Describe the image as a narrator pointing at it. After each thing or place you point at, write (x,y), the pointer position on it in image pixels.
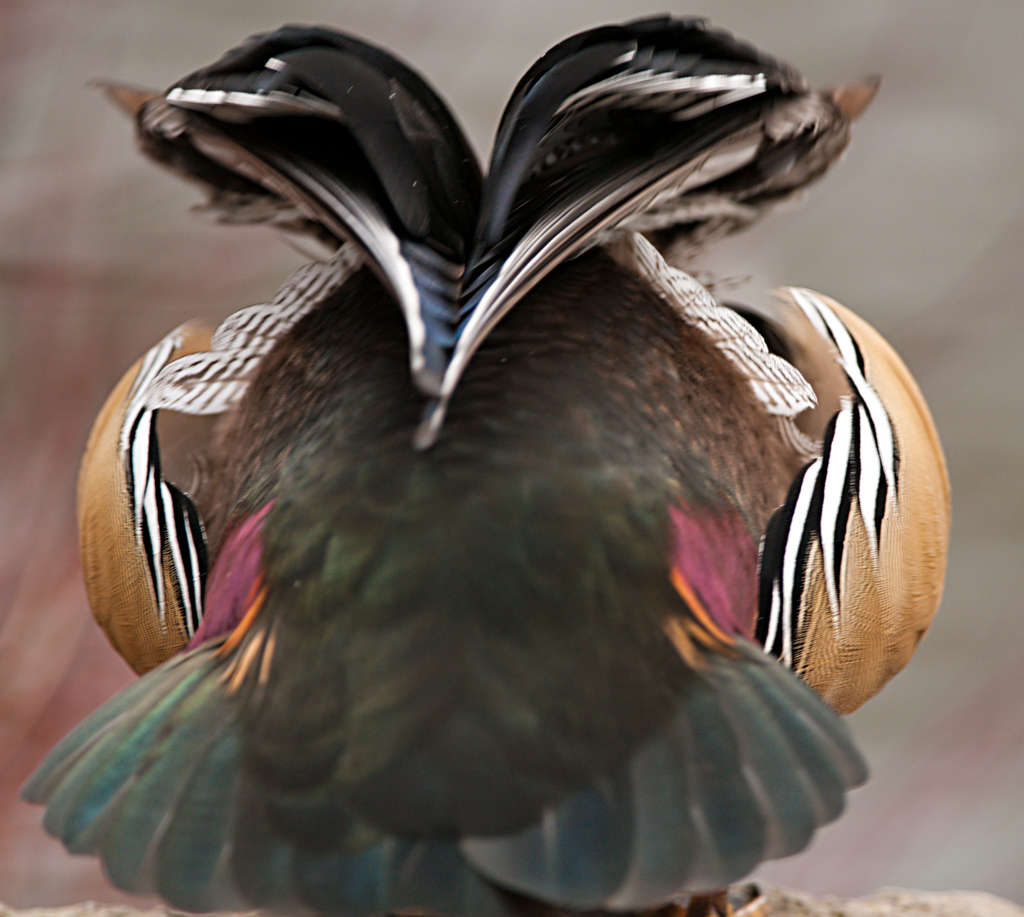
In this image there is a bird (812,773) on the rock (913,905). Background (939,27) is blurry.
